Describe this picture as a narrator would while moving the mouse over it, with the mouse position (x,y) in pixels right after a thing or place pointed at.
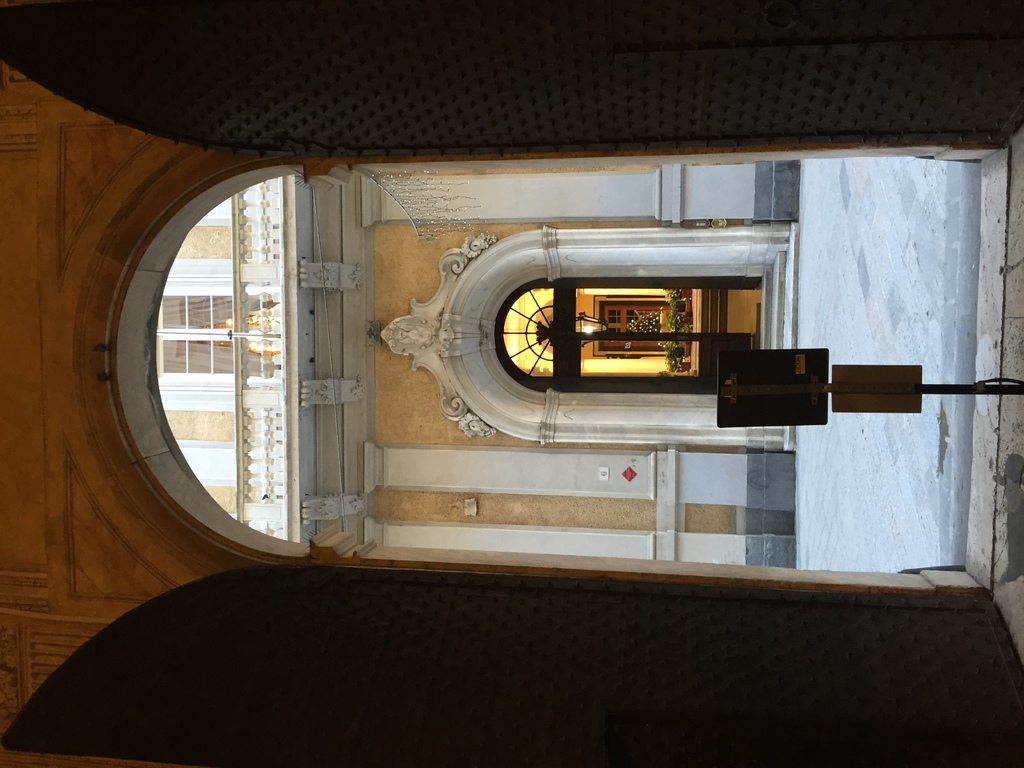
In this image I can see two doors (746,699), a pole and two boards (767,393) on it. In the background (704,364) I can see one more door (696,337), a light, a building (495,308) and through the door (652,333) I can see few other stuffs (681,308). On the left side of this image (203,293) I can see the window (173,312) and I can also see this is an inverted image.
